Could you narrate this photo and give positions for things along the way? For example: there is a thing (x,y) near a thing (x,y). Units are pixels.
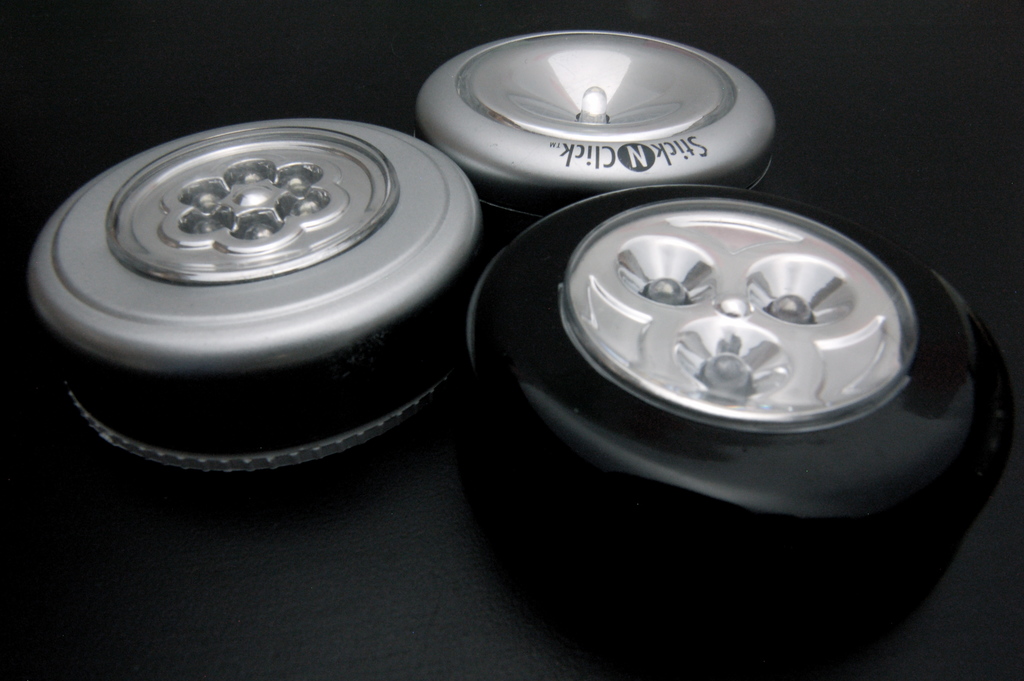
In this picture we can see few LED lights (395,321) and dark background (225,78).
